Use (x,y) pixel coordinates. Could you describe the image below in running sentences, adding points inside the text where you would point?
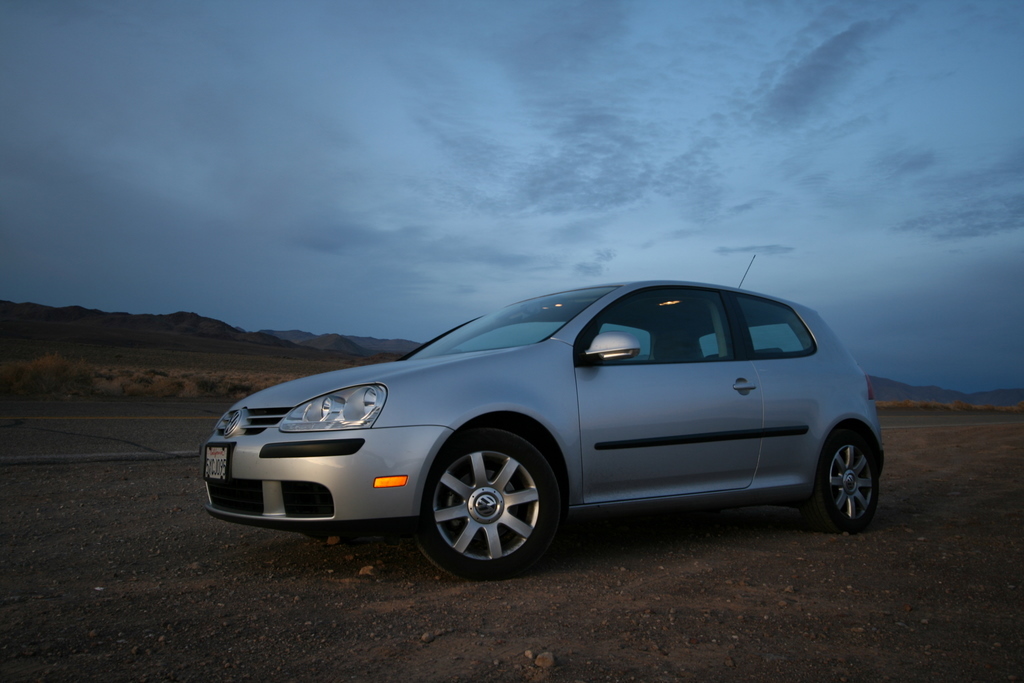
In front of the image there is a car (492,339). In the background of the image (99,373) there is grass (53,368) on the surface (364,357). There are mountains (381,346). At the top of the image (472,159) there are clouds (398,206) in the sky (450,126).
